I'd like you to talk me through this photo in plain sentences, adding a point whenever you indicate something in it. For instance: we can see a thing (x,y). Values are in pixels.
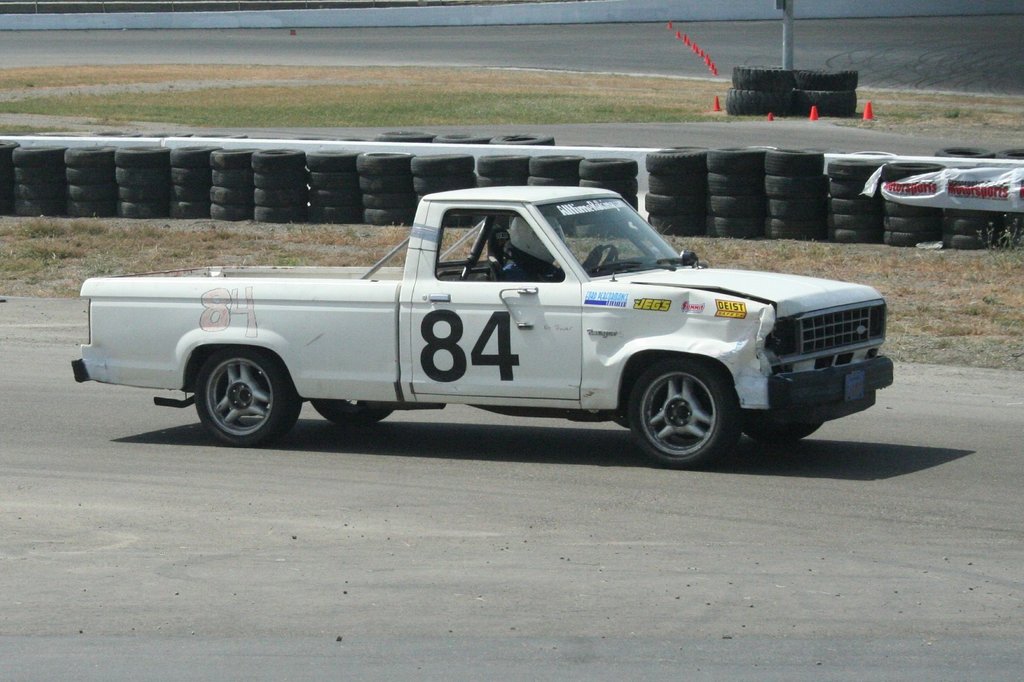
In this picture there is a vehicle (613,268) on the road (553,595) and there is a person (540,264) sitting inside the vehicle (612,255) and there is a text (589,294) on the vehicle (541,319). At the back (379,201) there are tires (776,201) and there is a pole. At the bottom (375,562) there is a road (633,491) and there is grass (478,119).
